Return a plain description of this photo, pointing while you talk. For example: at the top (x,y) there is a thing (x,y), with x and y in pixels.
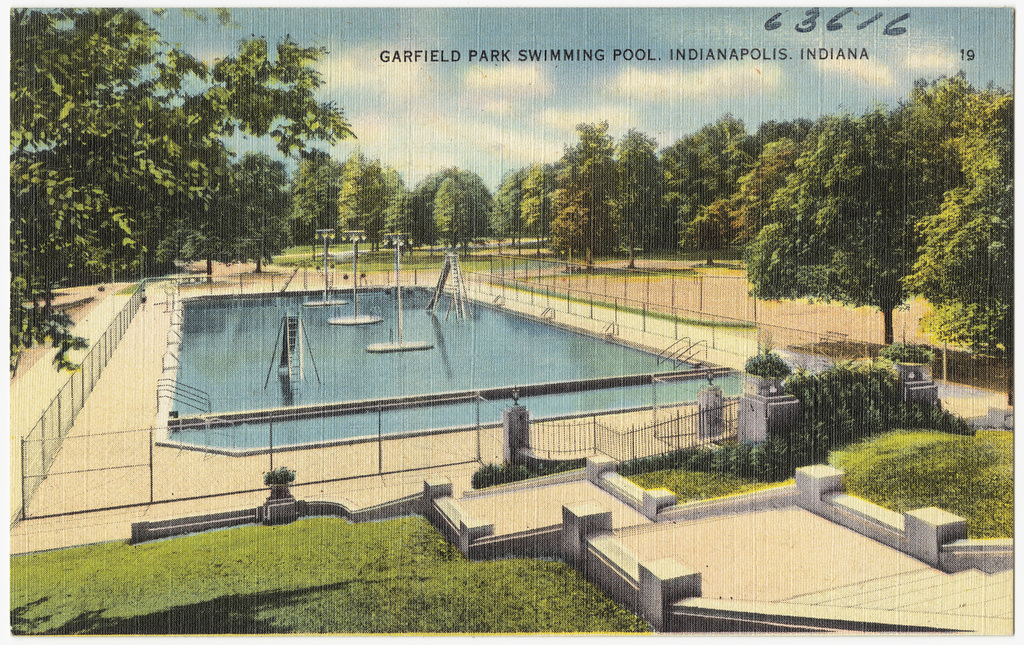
In this image we can see a poster (424,229), in that there is a swimming pool (518,333), poles (354,311), trees (98,182), and the sky (580,102), also we can see some text (741,56) on the image.
